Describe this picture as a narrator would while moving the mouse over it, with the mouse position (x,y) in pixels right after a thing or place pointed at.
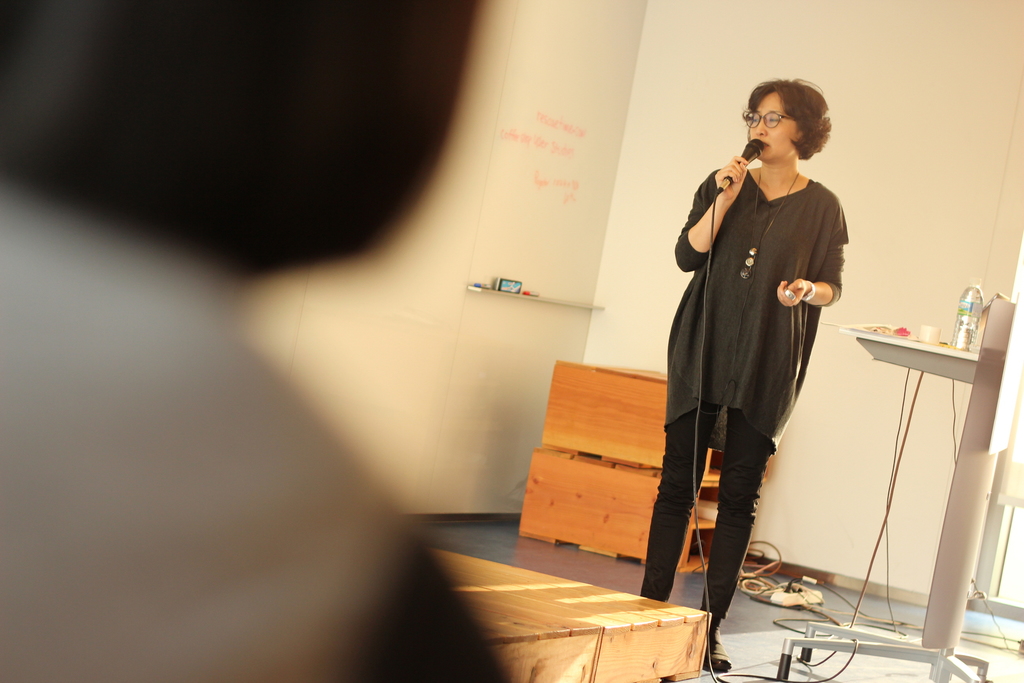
In this picture I can see there is a woman (732,310) standing and she is speaking in the microphone (745,155) and there are few objects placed on the floor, there is a object (66,640) at left side (88,600).
